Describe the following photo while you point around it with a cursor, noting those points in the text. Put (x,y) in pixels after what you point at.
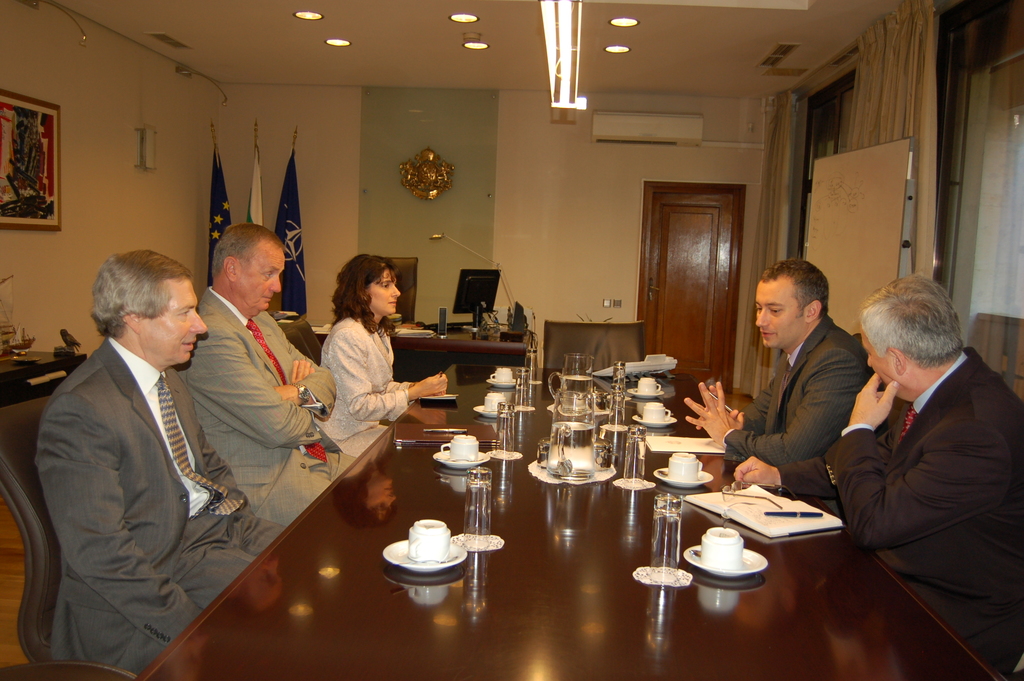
In this image there are five people (356,445) sitting on the chair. On the table (379,525) there is a cup (437,538), saucer (453,548), glass (481,508), book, pen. At the back side (485,291) there is a system (471,294) and a flags (252,183).
